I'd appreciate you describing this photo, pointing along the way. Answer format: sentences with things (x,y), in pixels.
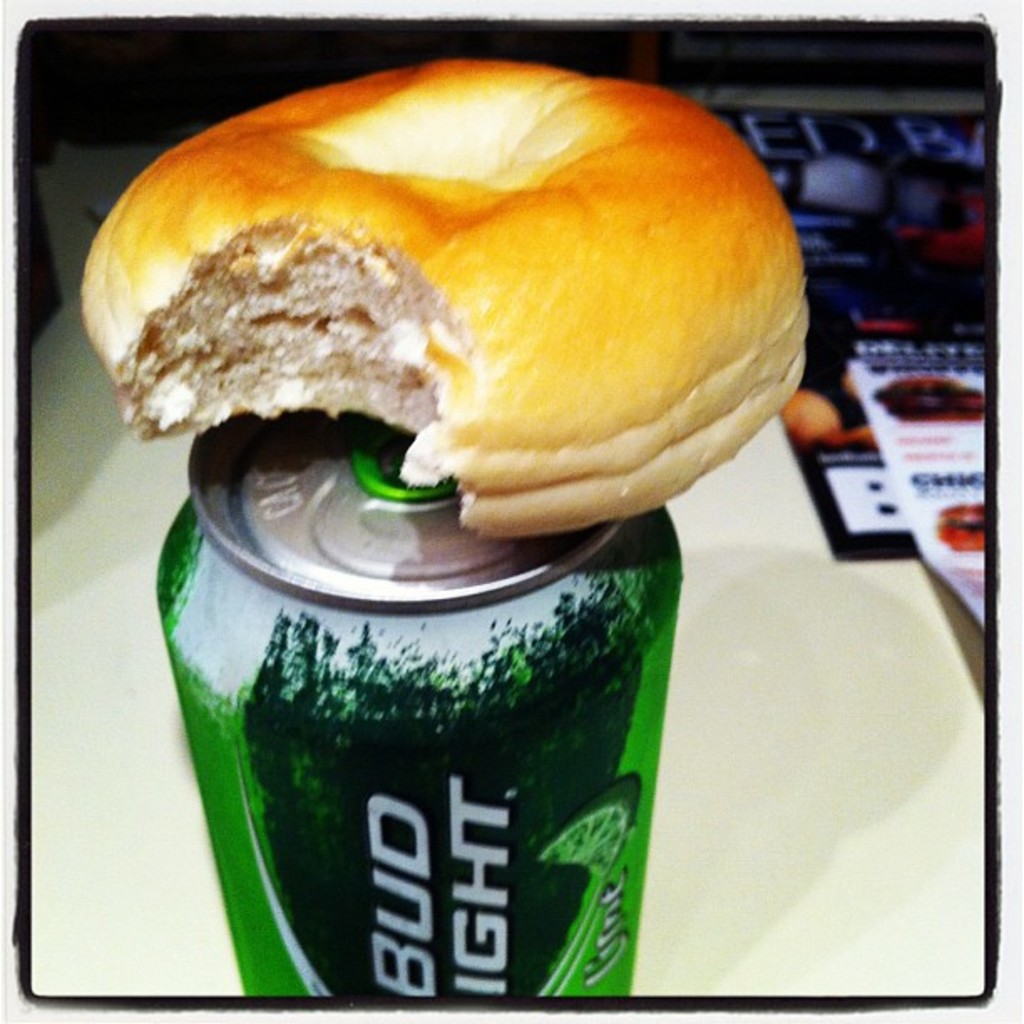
In this image, we can see a tin (428,666). On top of that there is a bun (447,361). Background (744,698) we can see a white surface (801,725). Here we can see few magazines (782,187) and some objects (53,263).
